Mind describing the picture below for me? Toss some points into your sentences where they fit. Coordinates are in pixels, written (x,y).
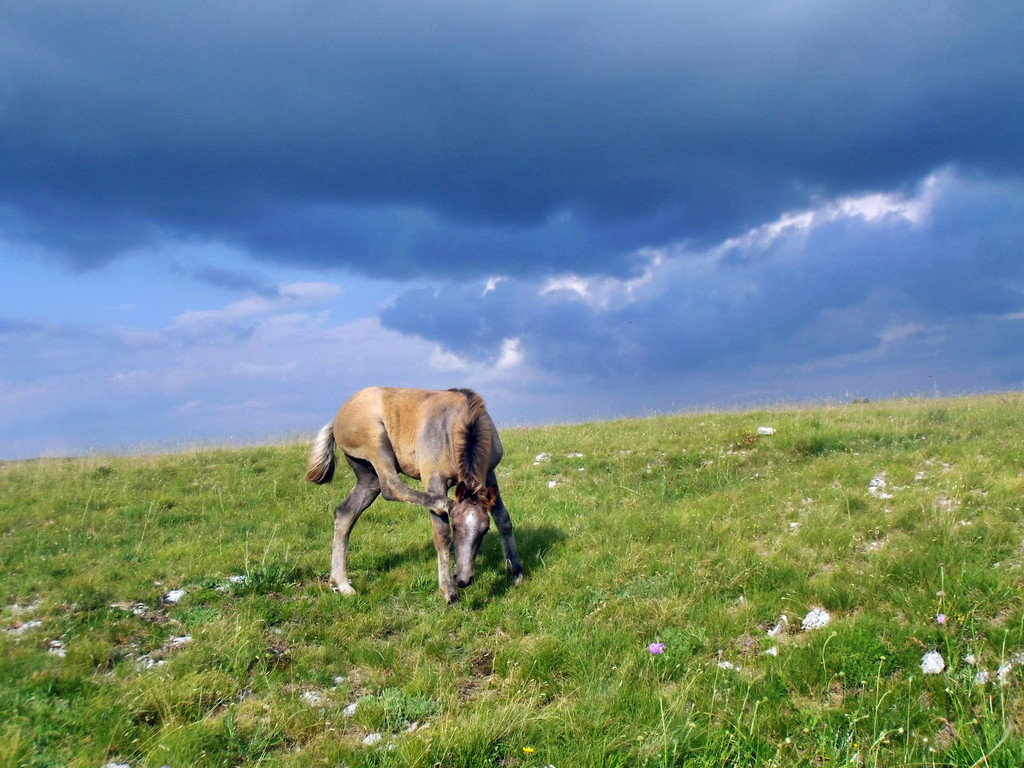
In this image I can see in the middle (487,474) an animal (461,493) is there, at the bottom (572,642) there is the grass (572,622). At the top (660,210) it is the cloudy sky (611,205).
